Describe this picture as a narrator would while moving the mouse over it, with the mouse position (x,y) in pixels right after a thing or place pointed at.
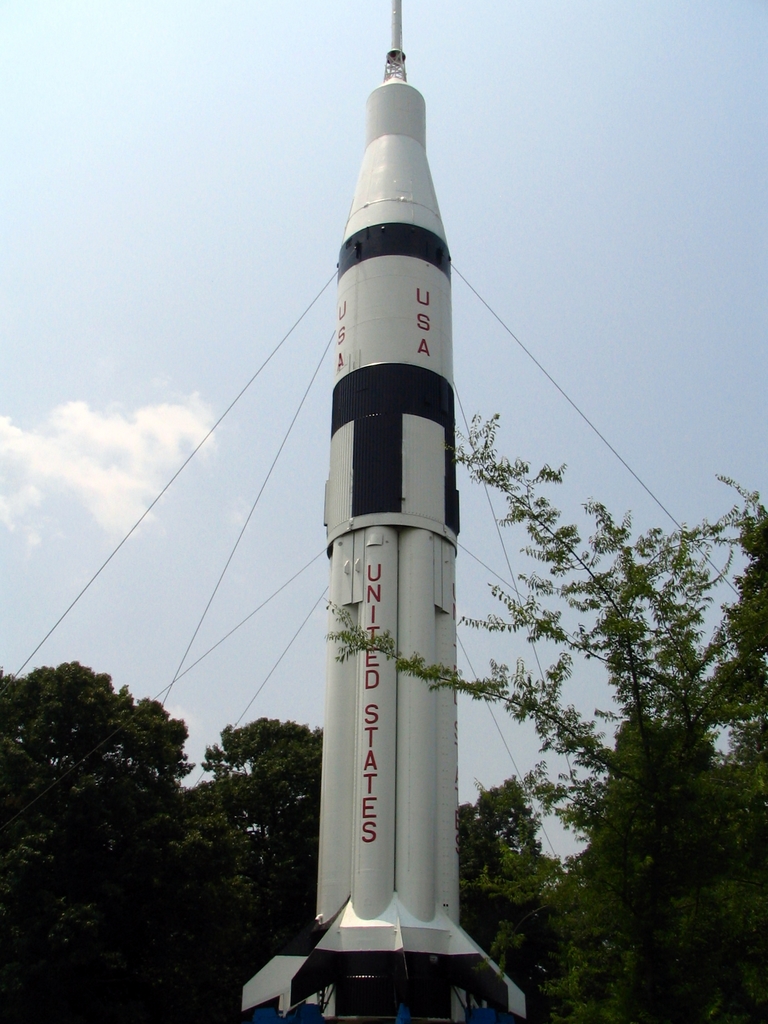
In this image there is a rocket (438,693), trees (657,746) and sky (480,277). Something is written on the rocket (345,686).
